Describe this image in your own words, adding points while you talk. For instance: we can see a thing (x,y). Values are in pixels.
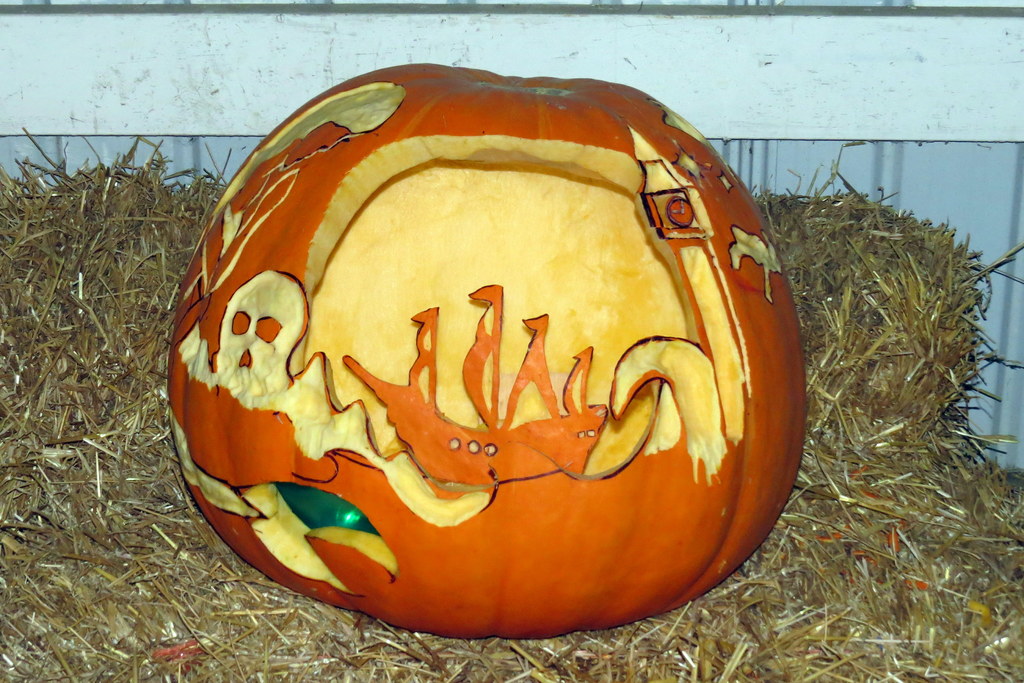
This image is taken outdoors. In the background (146,104) there is a wall (691,105). At the bottom of the image (158,593) there dry grass (865,588). In the middle of the image (476,290) there is a carved pumpkin (484,387) on the grass (786,527).
